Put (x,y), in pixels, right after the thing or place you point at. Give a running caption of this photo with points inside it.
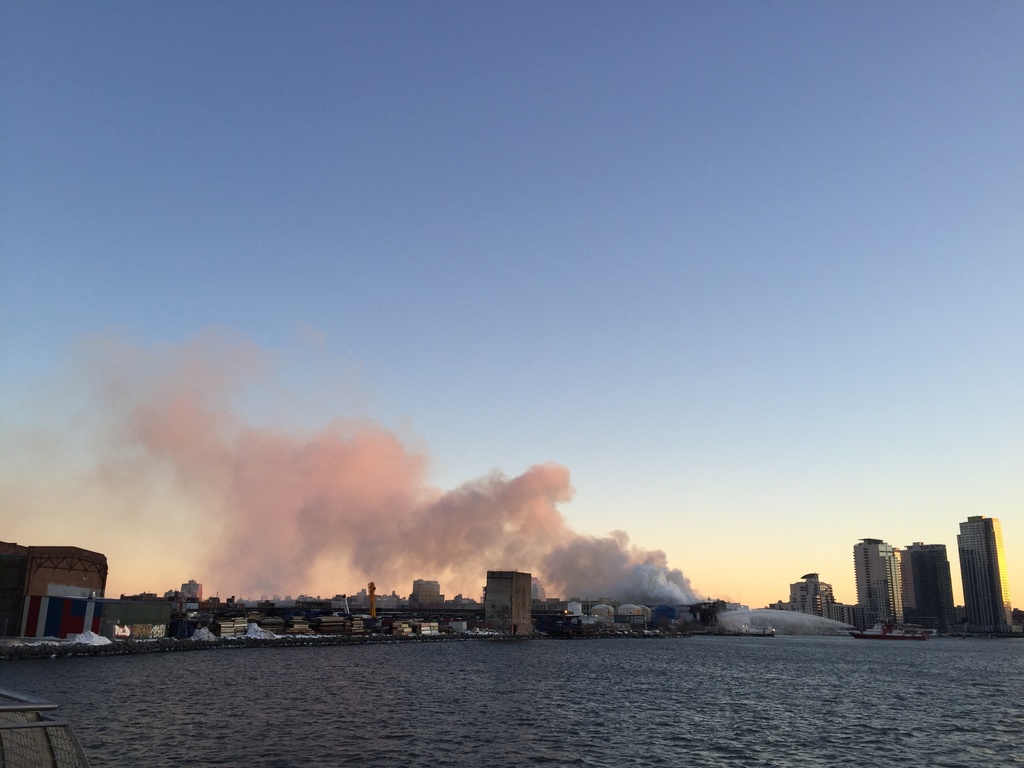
In this image I can see at the bottom (665,696) there is water (587,642), in the middle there are buildings (496,620). There is the smoke (493,562) in the sky (514,539), on the right side (885,625) there is a boat (872,625), at the top (790,156) it is the sky (770,310).
